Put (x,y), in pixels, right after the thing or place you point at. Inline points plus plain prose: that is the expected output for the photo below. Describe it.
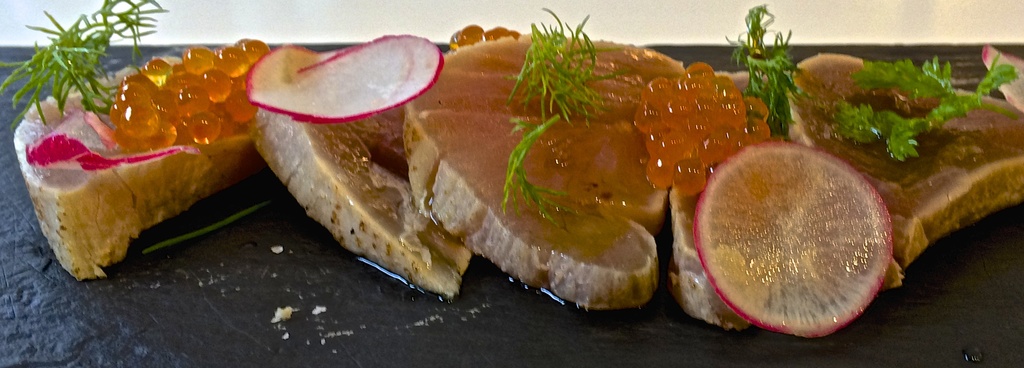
This image consist of food (646,189) which is on black colour surface (278,231).
